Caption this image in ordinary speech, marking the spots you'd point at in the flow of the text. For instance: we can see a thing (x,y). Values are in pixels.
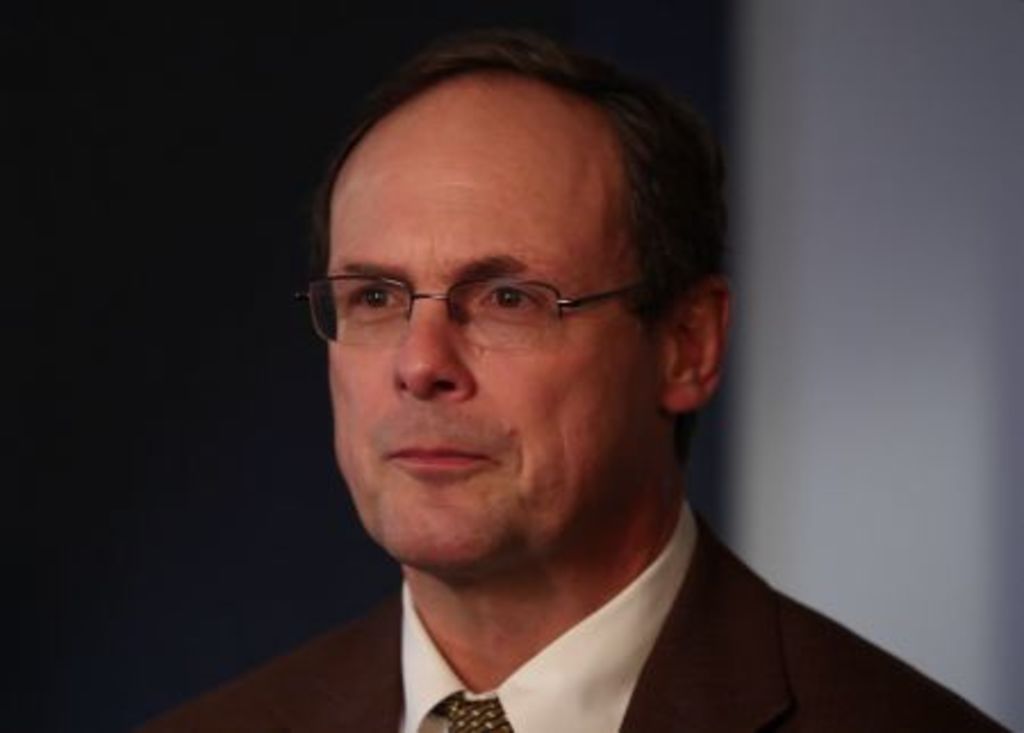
In front of the picture, we see a man (512,608) is wearing a white shirt (541,696) and brown blazer (661,700). He is wearing spectacles (550,312). On the right side (927,207), we see a white wall (826,410) or a white pillar (826,374). In the background (270,281), it is black in color and it is blurred in the background (170,559).
